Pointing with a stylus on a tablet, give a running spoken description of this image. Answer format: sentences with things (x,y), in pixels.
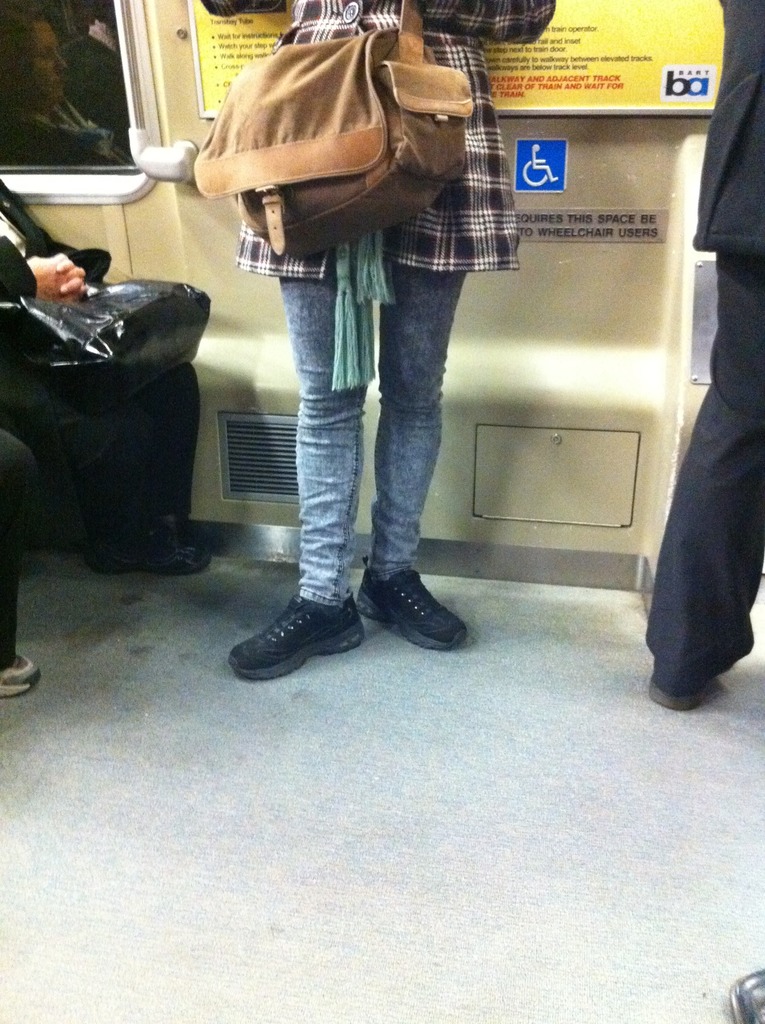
The women (397,364) wearing brown bag (385,185) is standing and there are two people (29,406) sitting beside her and there is also another person (722,336) standing another side of her.
